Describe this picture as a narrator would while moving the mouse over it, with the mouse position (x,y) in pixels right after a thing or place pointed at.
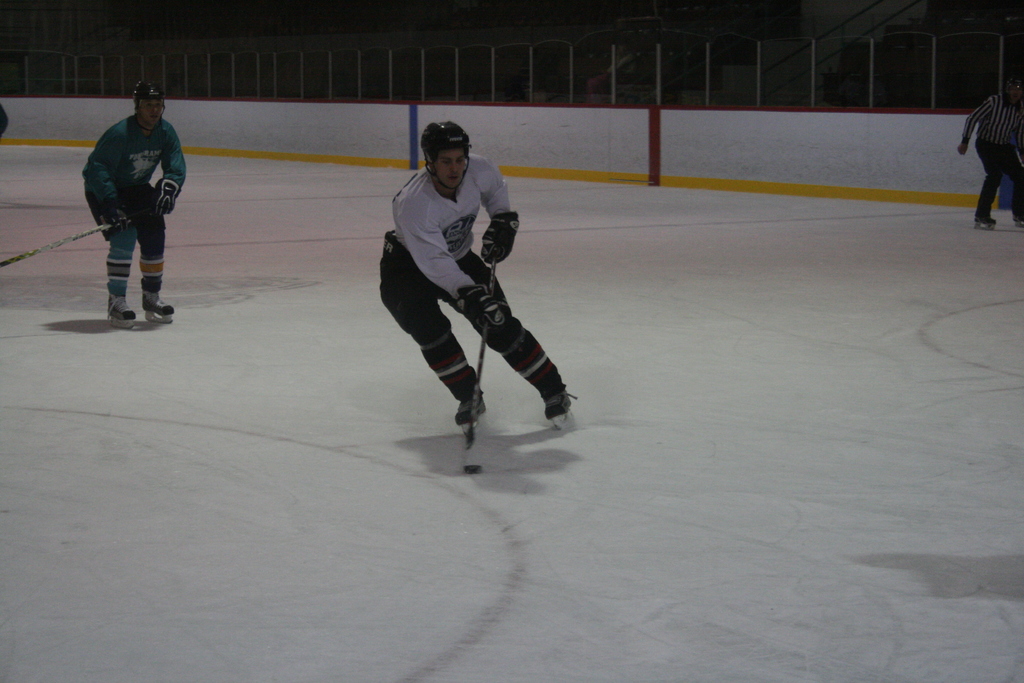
In this picture there is a man (442,156) who is wearing helmet (459,139), white jacket (444,243), trouser (476,256), gloves (492,233) and shoe (465,410). He is also holding the hockey stick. At the bottom (488,553) i can see the snow (716,483). On the left (111,150) there is another man (96,190) who is wearing green jacket (116,194), helmet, gloves (116,221), trouser (151,222) and shoe (122,297). In the background (521,112) i can see the fencing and the wall (538,106). On the right (988,204) there is an umpire (1017,154) who is standing near to the blue object (1006,205). At the top (882,45) there is a darkness (893,14).
